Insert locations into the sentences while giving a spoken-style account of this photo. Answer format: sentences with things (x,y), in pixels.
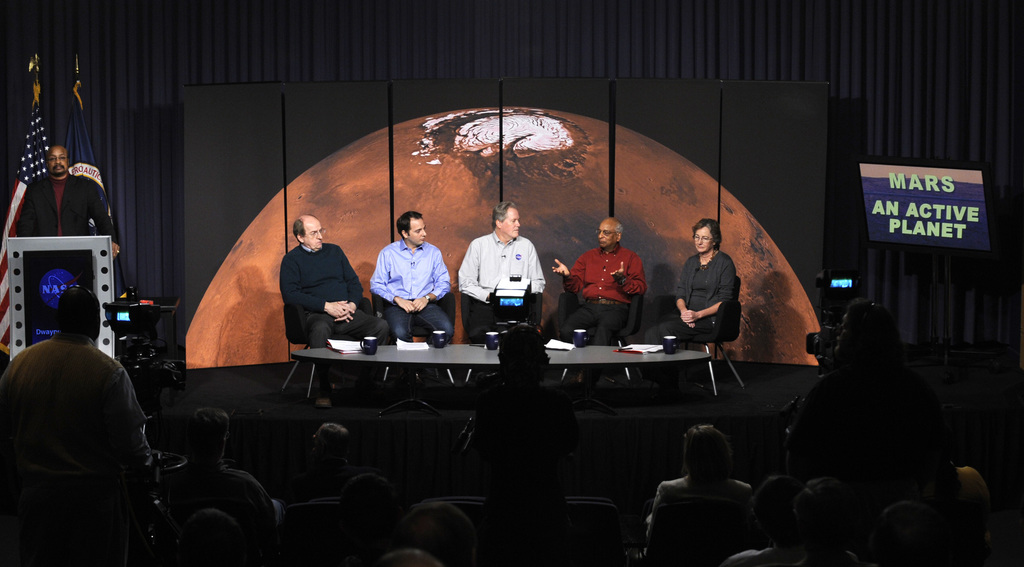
There are people (88,357) those who sitting at the bottom side of the image (515,414) and there are people (588,258) who are sitting in the center of the image (356,330) on a stage (438,368) in front of a tables (450,364), there are papers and mugs (438,340) on the tables (450,349). There is a poster (545,121), curtain (521,51), screen (938,223) and a flag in the background area (132,131). There is a man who is standing on the left side of the image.
